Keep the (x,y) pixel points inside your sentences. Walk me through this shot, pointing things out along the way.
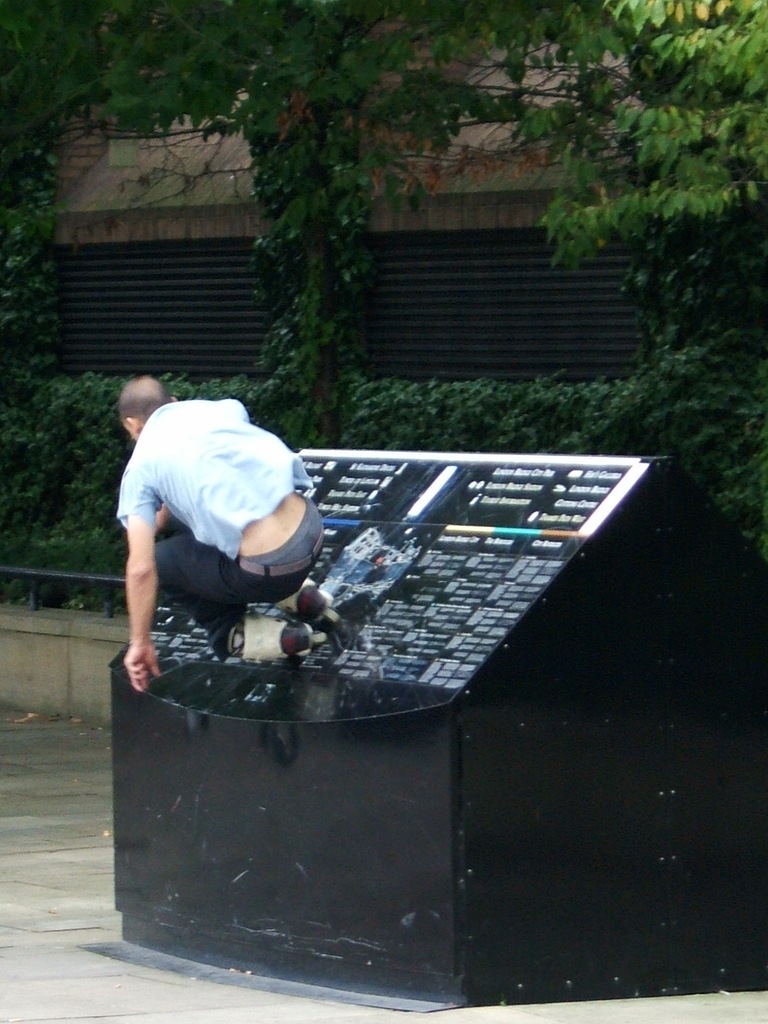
in front (471,809) portion of the picture we can see a board (444,622) from which a man (232,569) is trying to jump. These are the trees (496,88) on the background (241,60). This Is a wall (503,215). This is a road (51,837).
